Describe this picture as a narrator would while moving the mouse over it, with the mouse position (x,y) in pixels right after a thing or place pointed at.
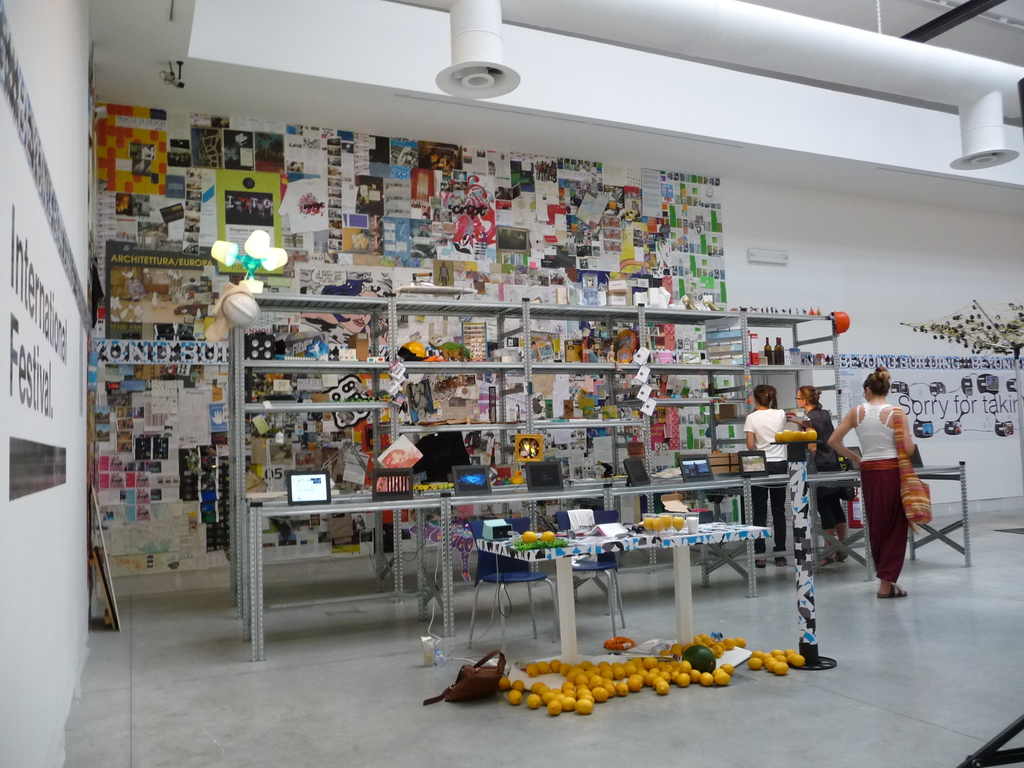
In this image there is a floor (645,740), on that floor (355,738) there are fruits (632,673), bags (462,692), tables (809,477), racks (504,337), on one table (662,541) there are fruits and other objects (612,531), on another table (741,479) there are laptops (641,469) and three women (873,526) are standing, in the background (751,239) there is a wall (912,234), on that wall (381,232) there is some text (969,366) and pictures (639,211), at the top (629,27) there is an AC pipe (867,60).
